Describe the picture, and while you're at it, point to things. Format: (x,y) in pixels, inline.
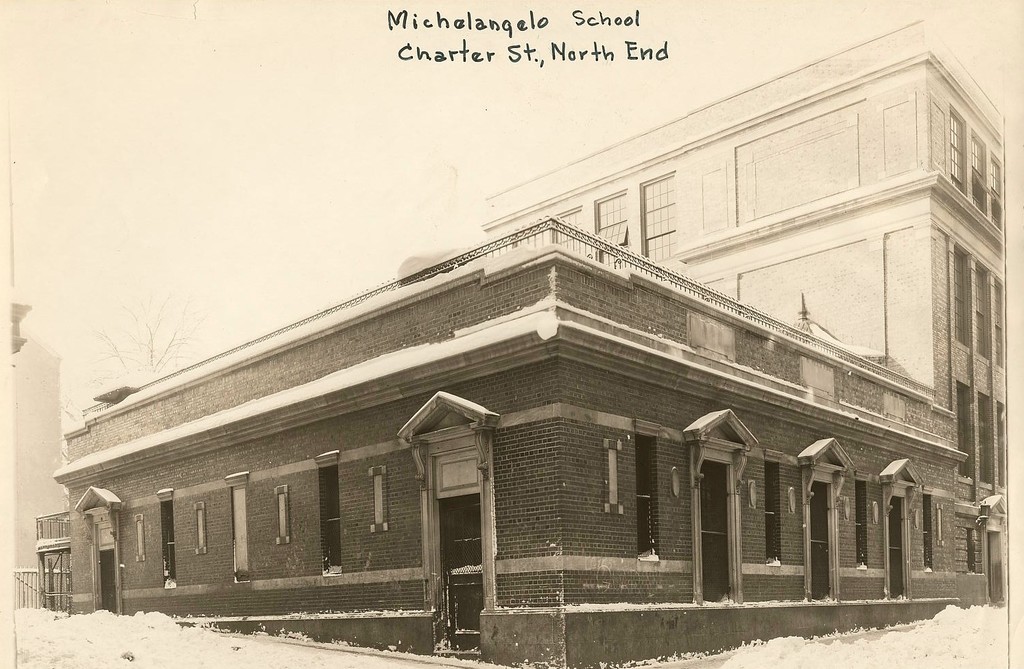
In this picture I can see buildings (481,374) and a tree (141,367) and I can see snow (321,665) and text (478,48) at the top of the picture (441,57).
